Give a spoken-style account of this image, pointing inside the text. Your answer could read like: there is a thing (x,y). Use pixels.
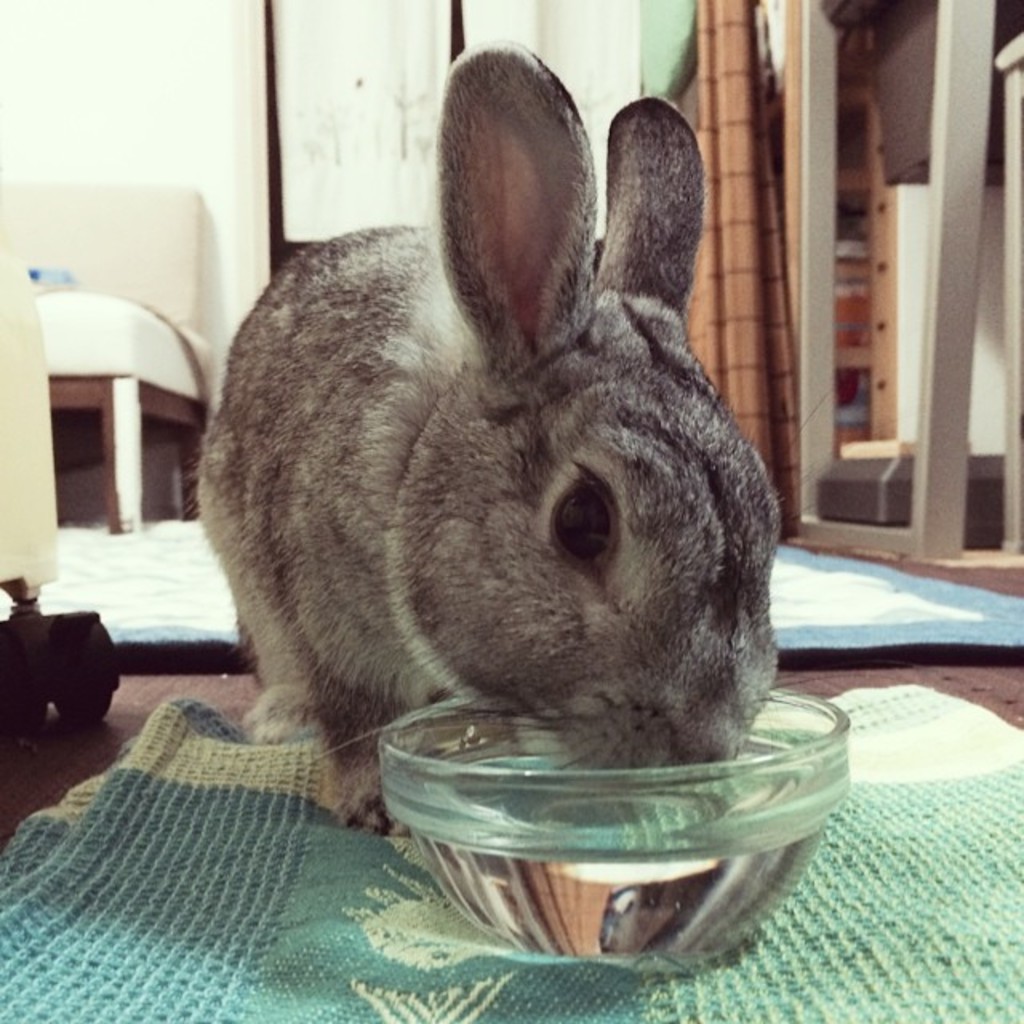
This picture shows a grey color rabbit (356,555) drinking something from the bowl (772,715) and we see a cloth (850,927) under the bowl (798,726) and a carpet (161,649) on the floor (997,696), we see sofa (108,313) and a curtain (706,25) and we see a cupboard (876,260).
